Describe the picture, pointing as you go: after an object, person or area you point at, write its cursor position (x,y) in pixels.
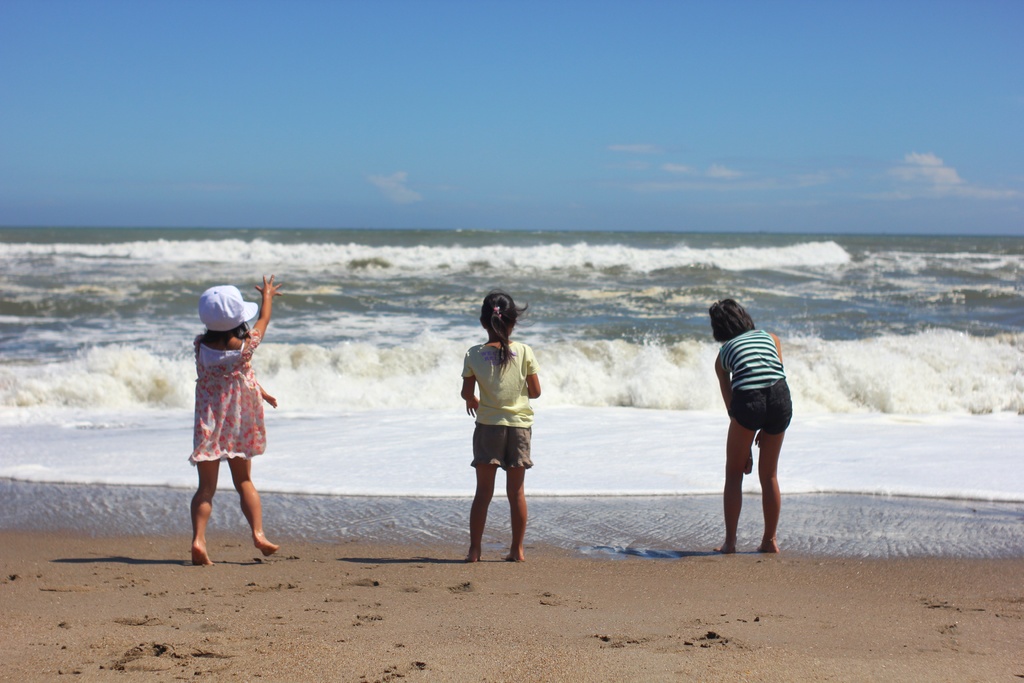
In this image in the center (486,433) there are kids (250,398) standing. In the background (554,267) there is an ocean (605,254) and the sky (590,206) is cloudy. In the front (428,639) there is sand (415,640) on the ground (428,639).
